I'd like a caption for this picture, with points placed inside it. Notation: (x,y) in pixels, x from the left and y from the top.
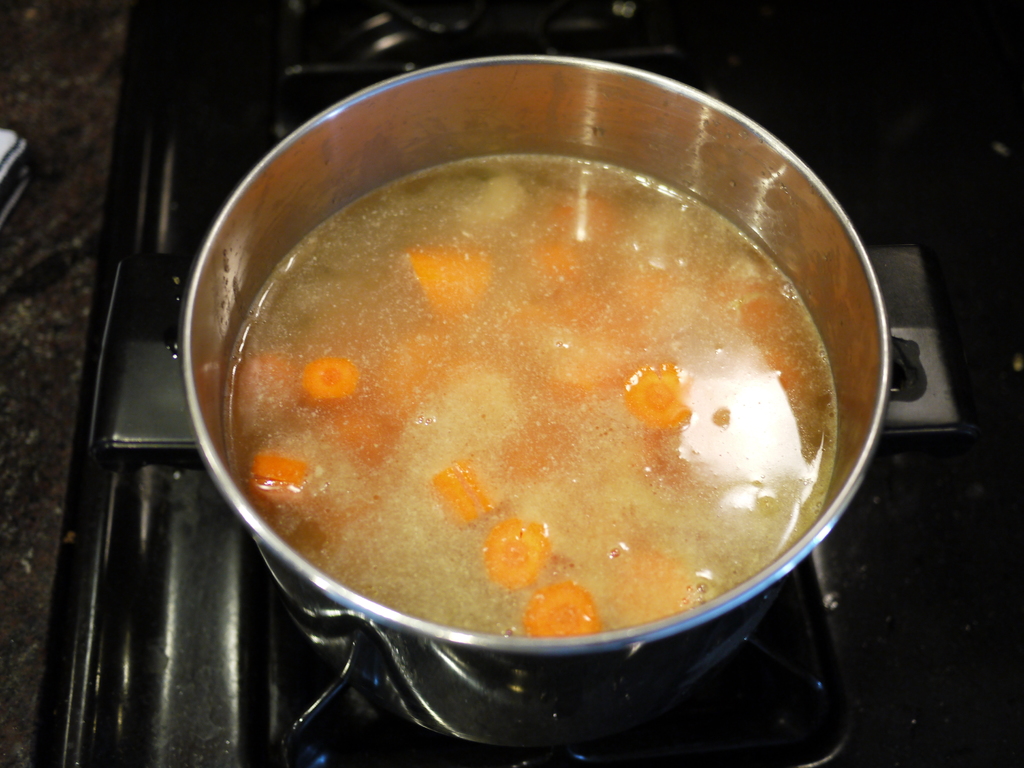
There is an utensil (250,236) in the center of the image (410,409), which contains carrots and water (522,440) in it, which is placed on a stove (246,606).
